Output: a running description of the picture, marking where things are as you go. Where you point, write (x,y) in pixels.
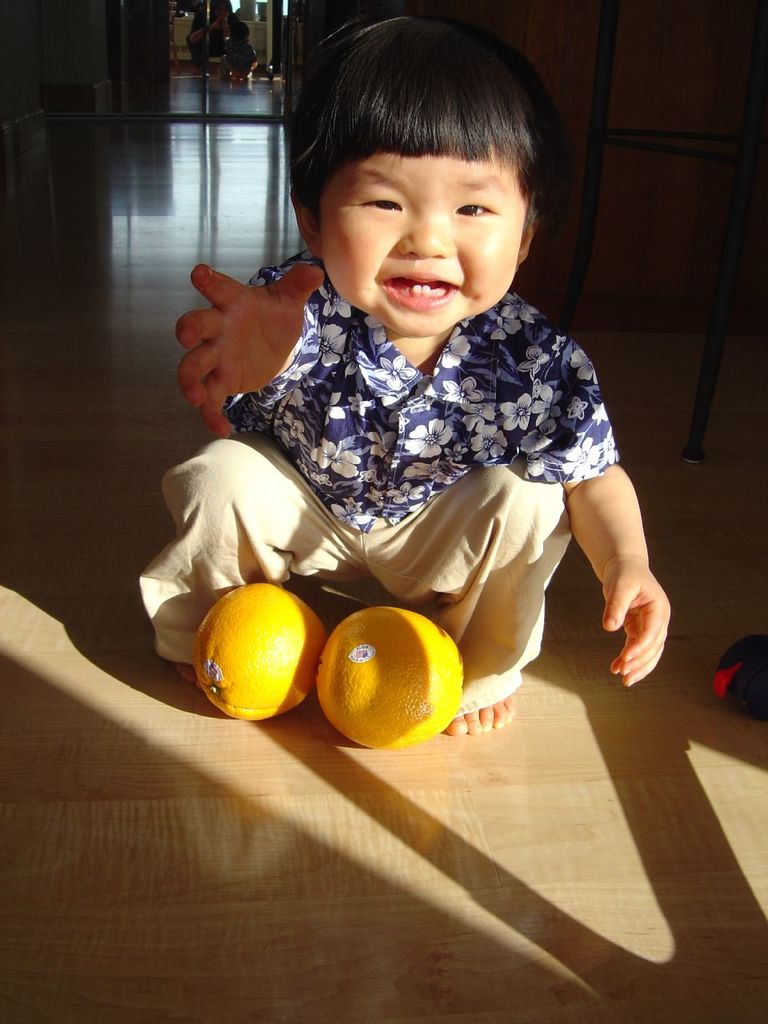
In this image there is a boy (337,579). In front of him there are two oranges (403,620). On the right side of the image (760,647) there are some objects (765,656). At the bottom of the image (264,848) there is a floor (390,835). In the background of the image (247,25) there is a glass door (221,119) through which we can see a person (209,44) holding the mobile (217,22). In front of him there is a boy (234,38).
